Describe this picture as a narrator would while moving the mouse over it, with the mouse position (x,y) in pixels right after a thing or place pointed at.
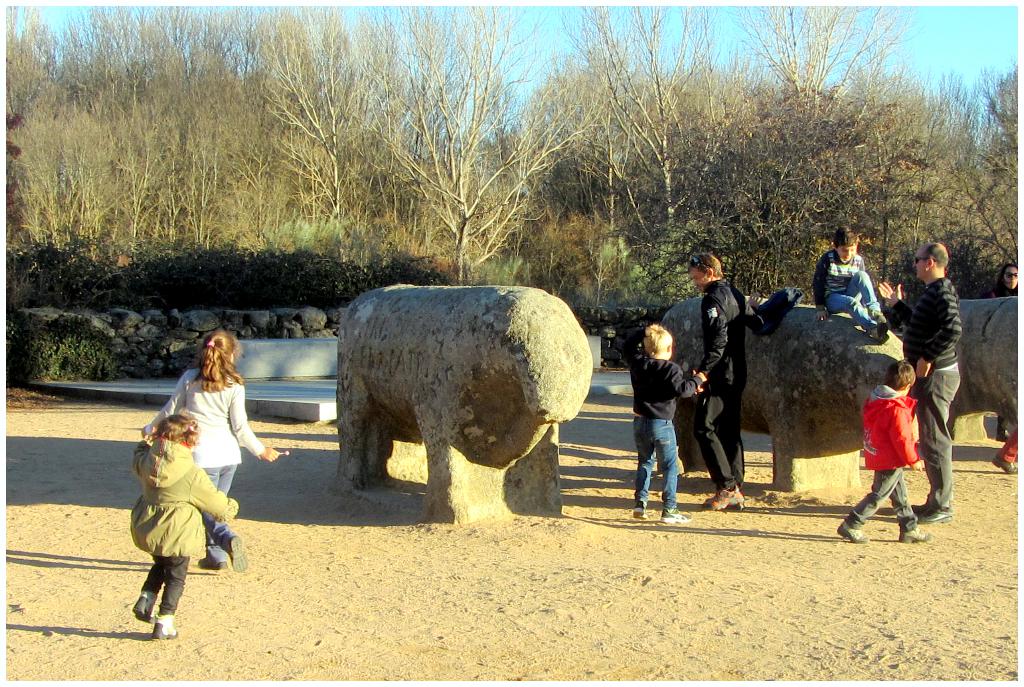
In the center of the image (502,455) we can see three solid structures (391,428) and we can see one person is sitting on one of the solid structures (839,357). And we can see a few people (187,492) are standing and they are in different costumes (885,414). Among them, we can see a few people (930,449) are holding some objects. In the background (981,245) we can see the sky (634,11), trees (845,129), plants (845,129), stones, sand (891,555) and a few other objects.
